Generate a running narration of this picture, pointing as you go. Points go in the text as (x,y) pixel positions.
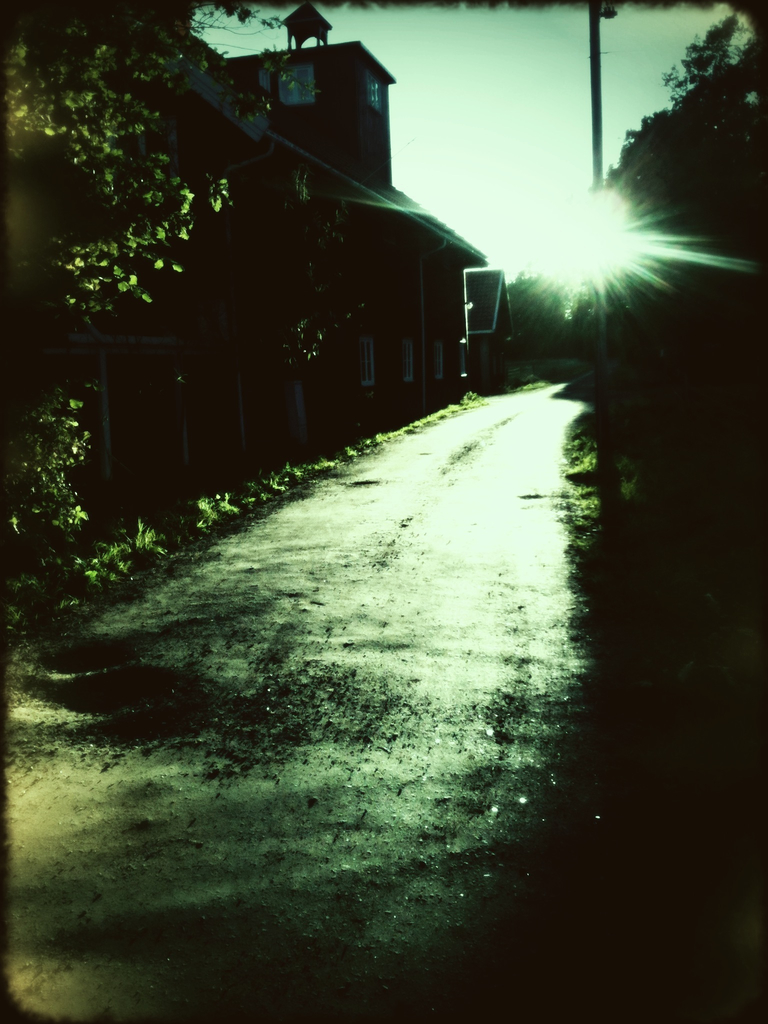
This is an edited image, we can see a walkway (306,573) and houses (255,257). On the right side of the houses (275,181) there is a pole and trees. Behind the houses (253,257) there is the sky (434,212).
